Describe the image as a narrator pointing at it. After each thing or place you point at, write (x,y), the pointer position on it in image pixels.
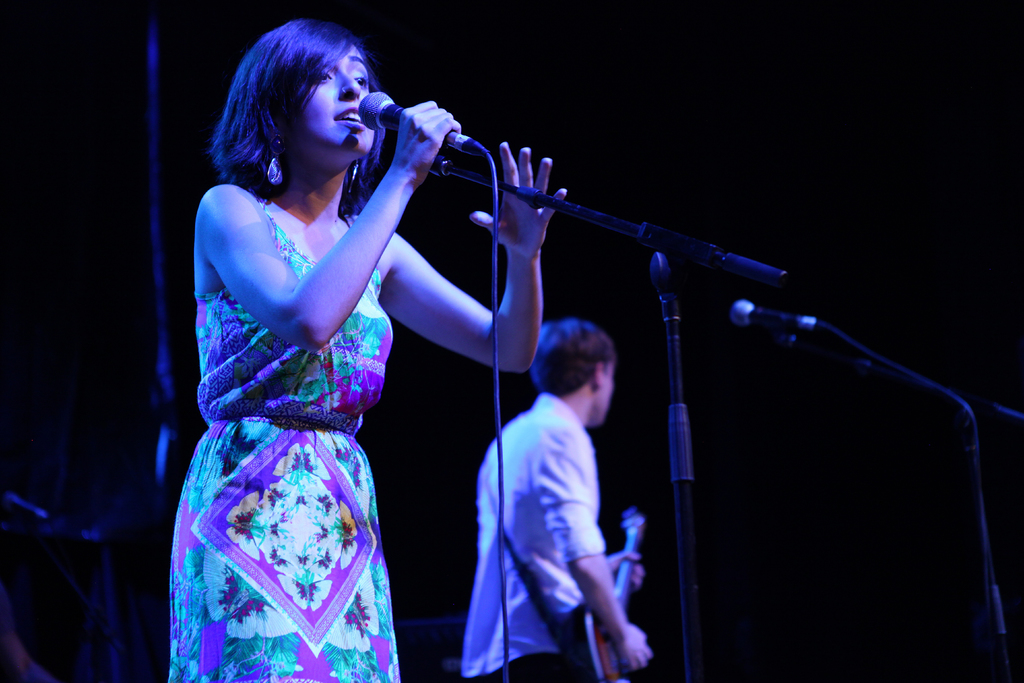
In this image we can see two persons (488,465) standing. One woman (343,429) is holding a microphone (410,124) in her hand (395,160). One person (593,550) is holding a guitar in his hands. To the right side of the image (917,379) we can see a microphone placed on a stand (975,464).
